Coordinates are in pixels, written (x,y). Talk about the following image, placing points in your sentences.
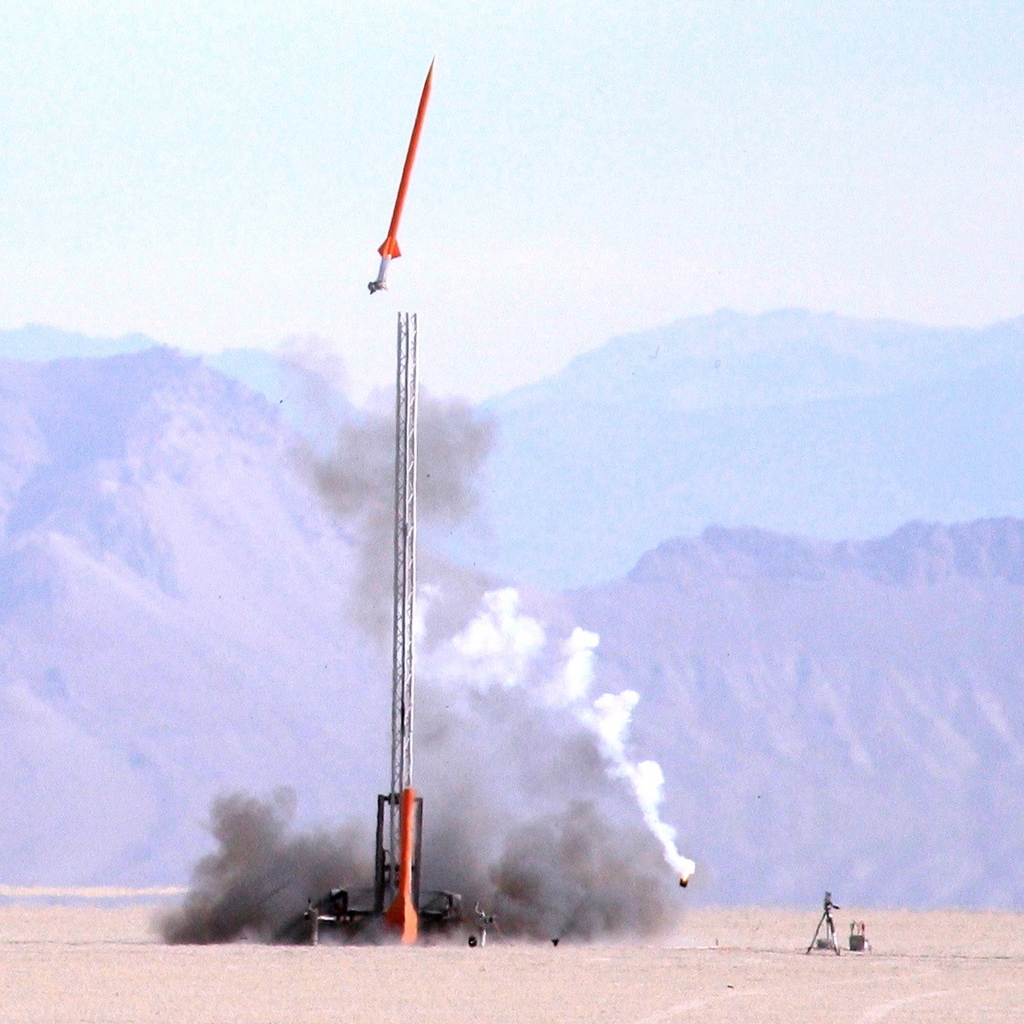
In the background (686,153) we can see sky (744,155), hills (641,405). In this picture we can see objects (408,507) on the ground (946,958). At the top (383,281) we can see an object (402,199) in the air (418,201). We can also see smoke (537,841).
